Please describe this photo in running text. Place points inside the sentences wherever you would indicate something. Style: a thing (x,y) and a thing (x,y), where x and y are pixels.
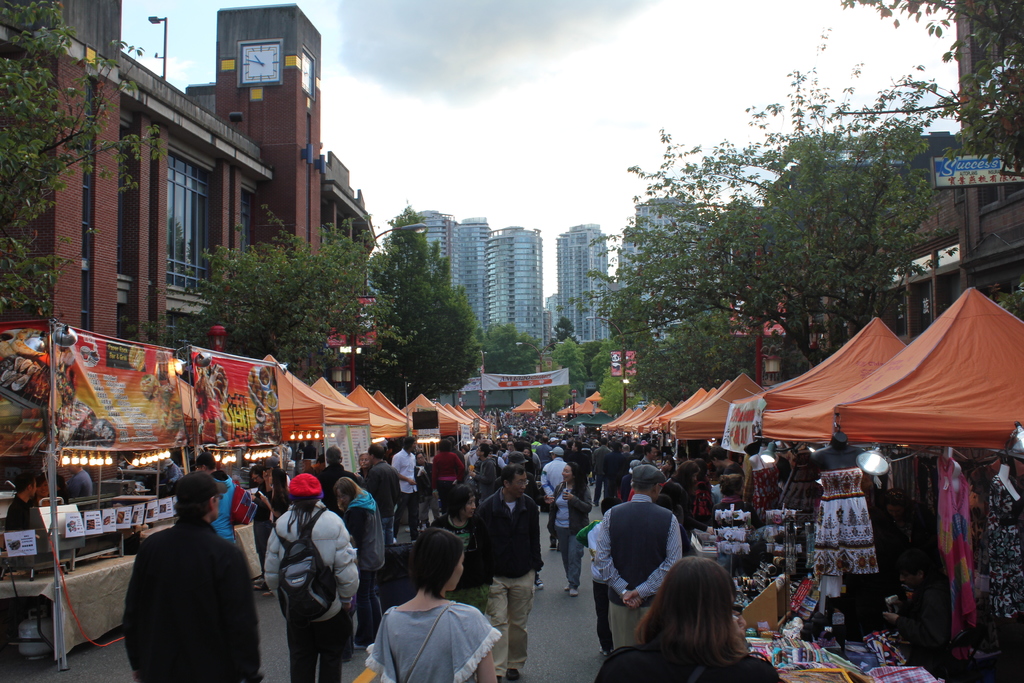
In this image, at the bottom (525,547) there are many people (434,548), some are walking, some are standing. On the right (854,521) there are tents (884,428), shops (815,447), many objects (875,662), lights (864,457), clothes (857,525), trees (982,95), board (989,170), building (978,268). On the left (59,417) there are shops (105,470), posters (279,421), lights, tables (50,570), buildings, trees (256,297), people (255,494), tents (295,427), clock (242,61), sky (330,59) and clouds (410,178).
